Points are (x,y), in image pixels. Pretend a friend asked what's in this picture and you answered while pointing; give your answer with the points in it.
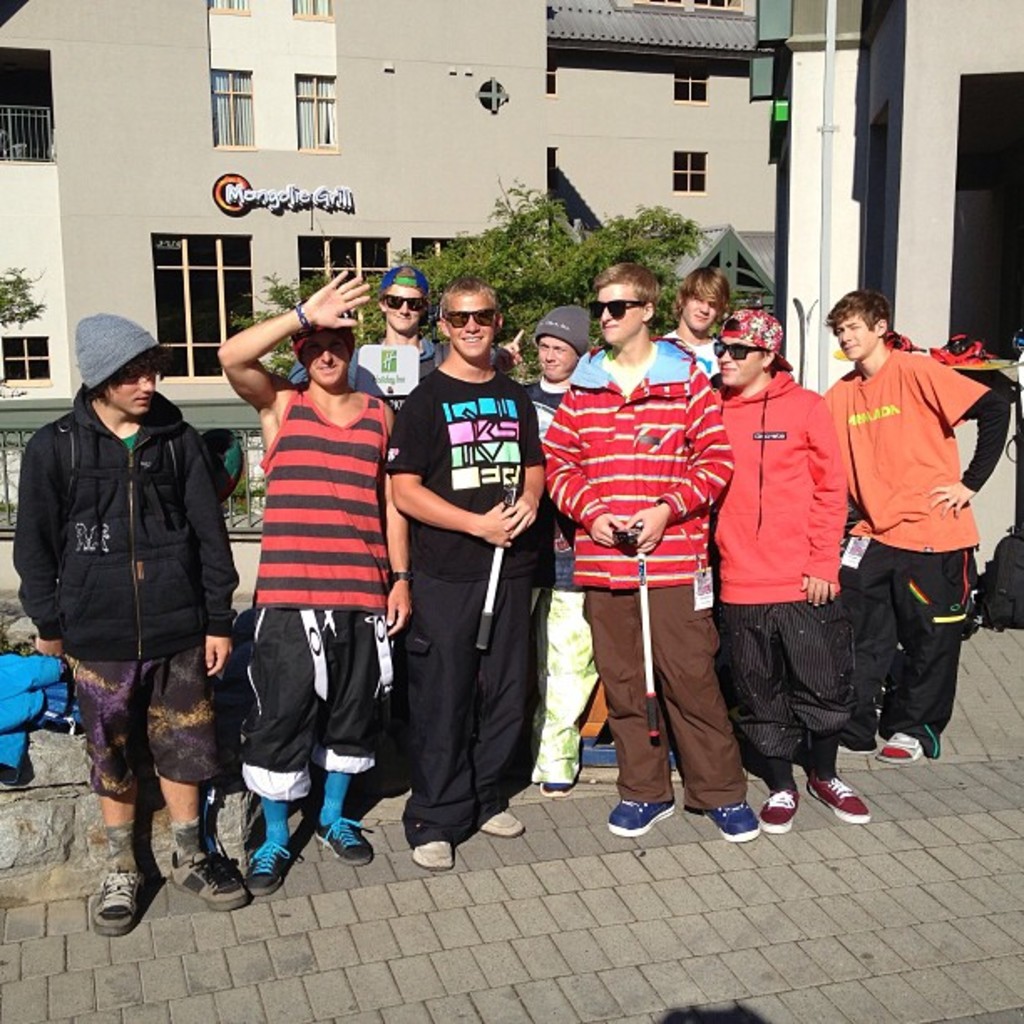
In the image there are group of men (540,489) standing in a row and behind the men (102,339) there is a tree (504,256) and in the background (102,49) there is a big house (716,56) and there is a lot of sunlight (519,1011) falling on the surface (342,934).
